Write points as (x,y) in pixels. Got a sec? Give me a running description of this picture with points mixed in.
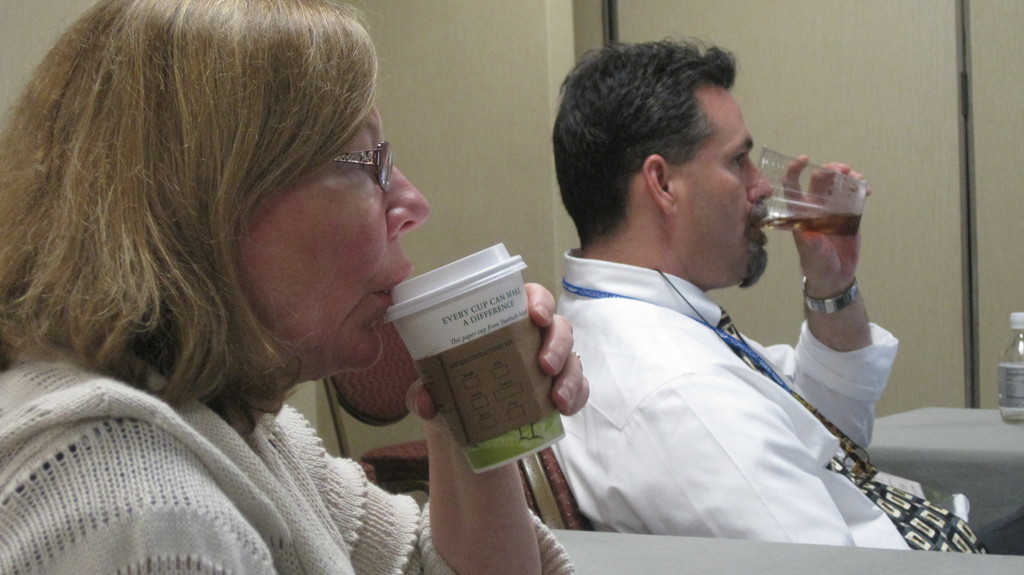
On the left side of the image (270,361) a lady (199,384) is sitting and holding a cup (501,383) in her hand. In the center of the image (612,361) a man (681,383) is sitting on a chair (539,470) and holding a glass (810,197) in his hand (800,241). In the background of the image (517,115) wall (517,138) is there. On the right side of the image (939,437) there is a table (950,446). On the table (986,435) a bottle (1007,396) is there.
